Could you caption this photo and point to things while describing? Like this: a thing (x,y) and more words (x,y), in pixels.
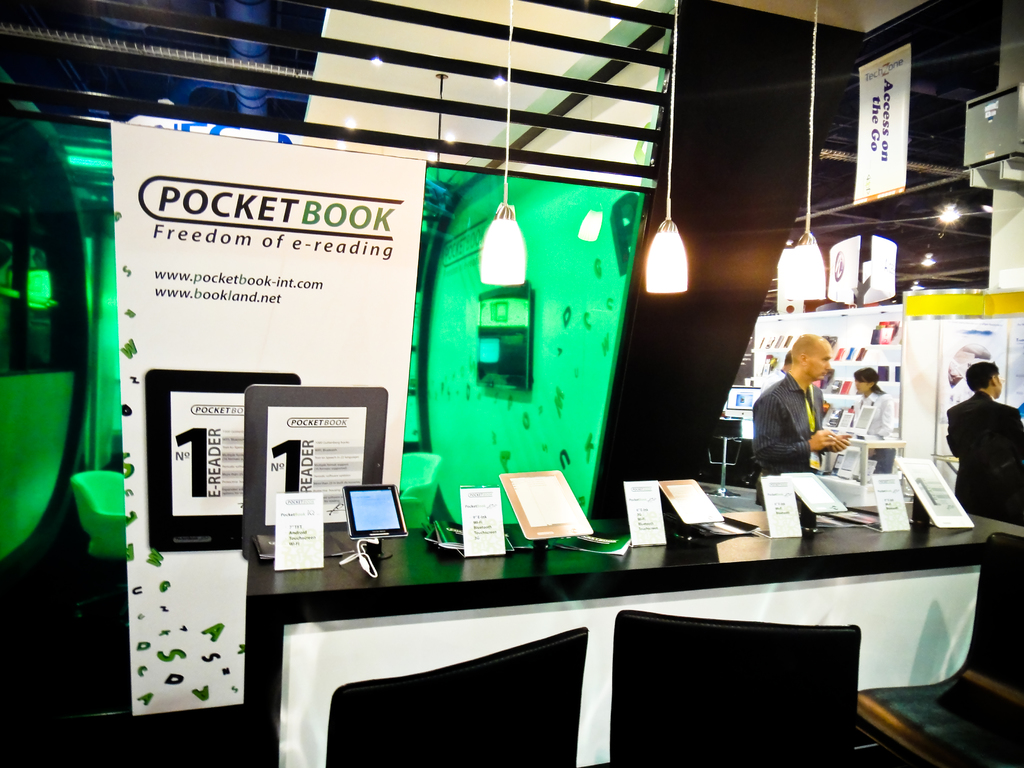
In this image there are books (826,517) and tablets (932,516) on the table (770,593) and at the right side of the image (800,399) there are three persons (859,392) standing and at the top of the image (71,145) there are lights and green color glass (450,360).
